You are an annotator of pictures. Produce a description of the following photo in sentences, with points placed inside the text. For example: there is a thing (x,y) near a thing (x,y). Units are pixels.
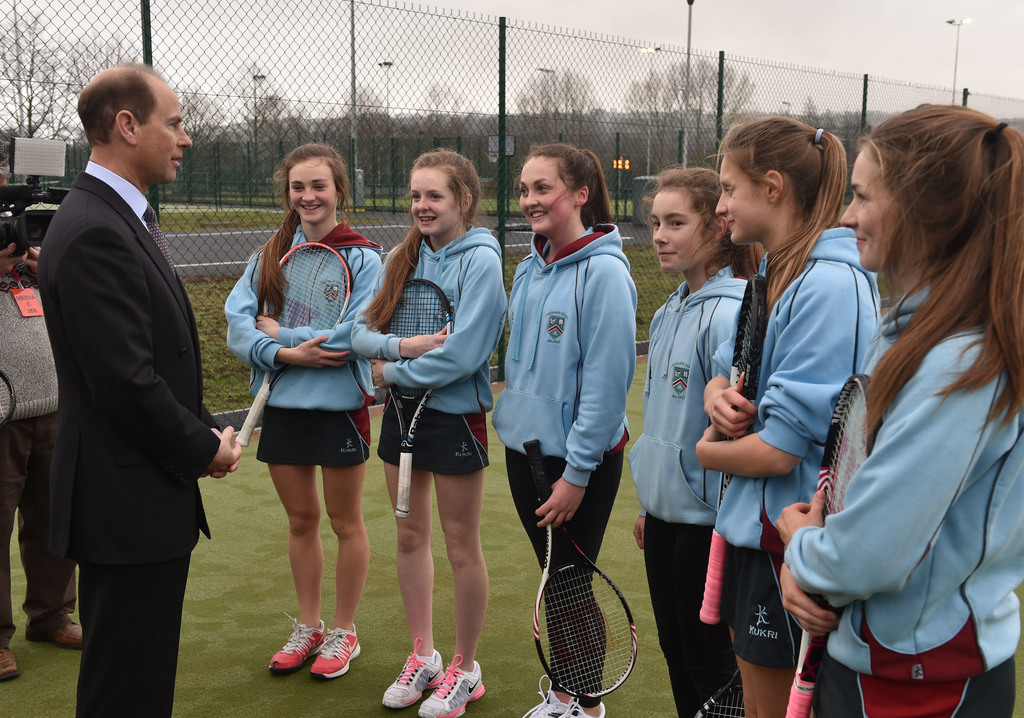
In the middle of the image (365,245) few people (833,200) are standing and holding tennis rackets (314,255). Behind them there is fencing (99,60). Behind the fencing (61,77) there are some poles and trees (31,102) and sky (906,67).
